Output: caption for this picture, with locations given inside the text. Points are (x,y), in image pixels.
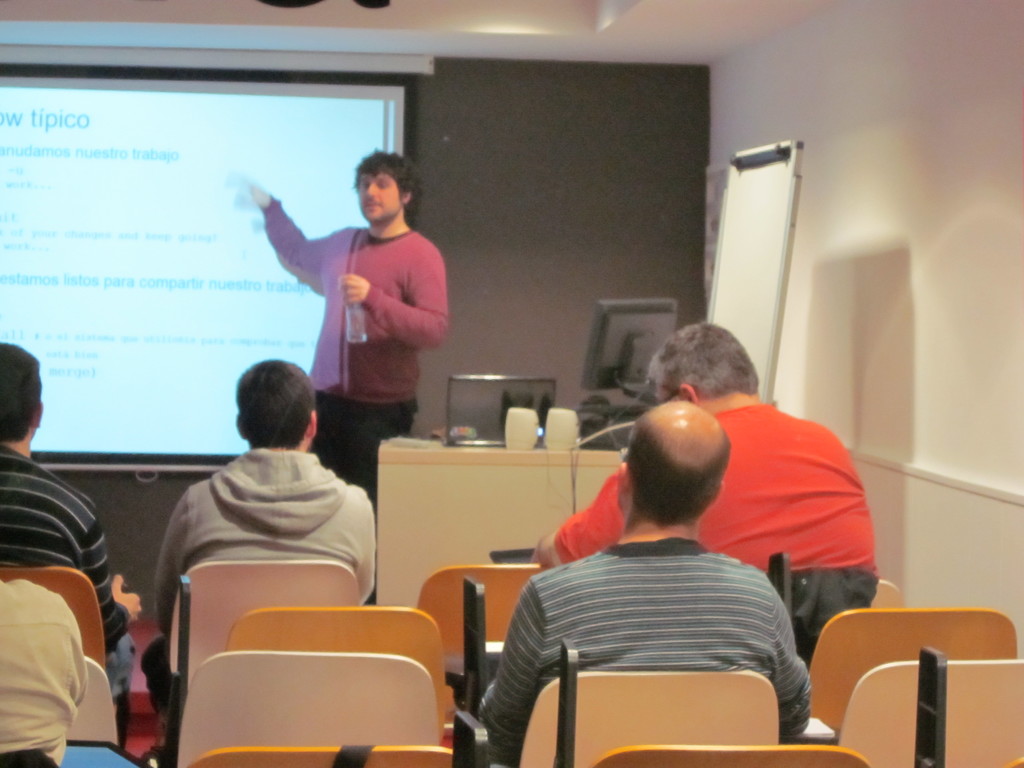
In this image on the foreground (472,651) there are chairs (472,706). In the background (140,166) there is a screen (221,306). a table (428,475) on the table (555,460) there is monitor (611,382) and two speakers (562,445), there is a white board (761,181) over here. On the chair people (684,460) are sitting. In the background (379,241) a person (383,249) is standing. He is pointing towards the screen (148,236).
